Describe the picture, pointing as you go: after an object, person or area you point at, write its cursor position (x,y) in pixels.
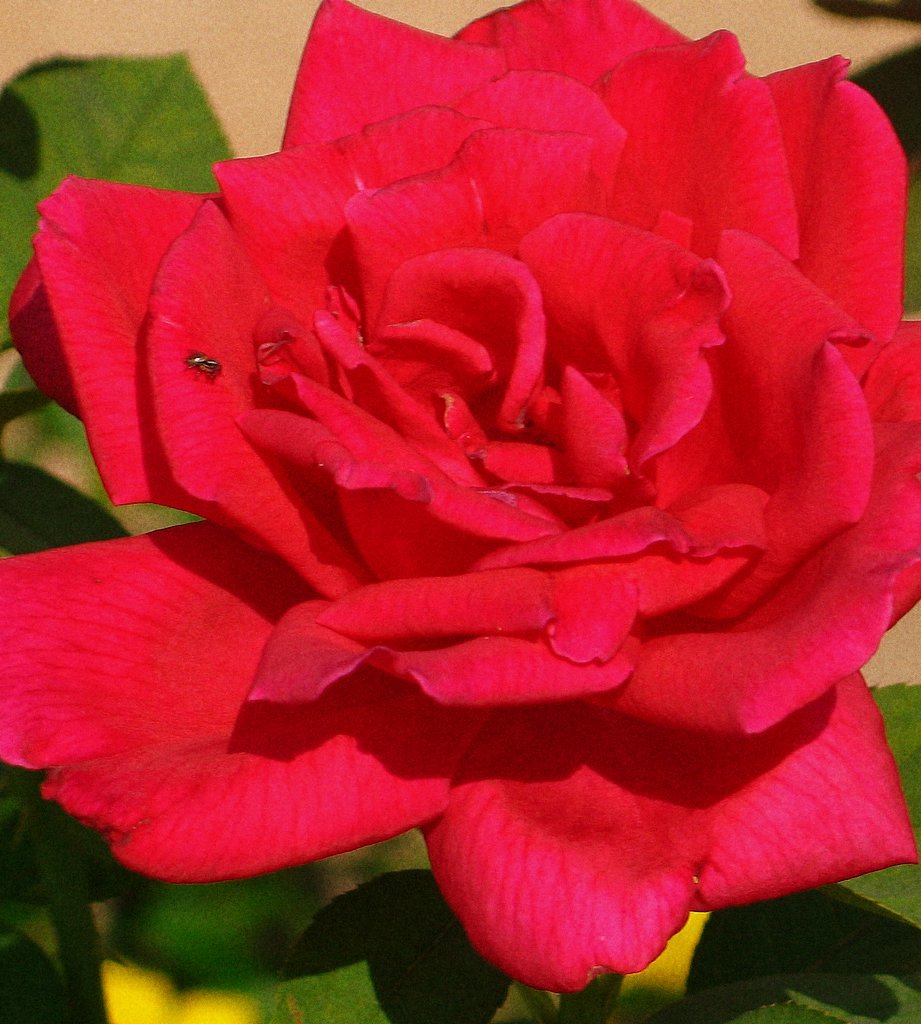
In this image, we can see a flower (549,367) and some leaves (49,138).
